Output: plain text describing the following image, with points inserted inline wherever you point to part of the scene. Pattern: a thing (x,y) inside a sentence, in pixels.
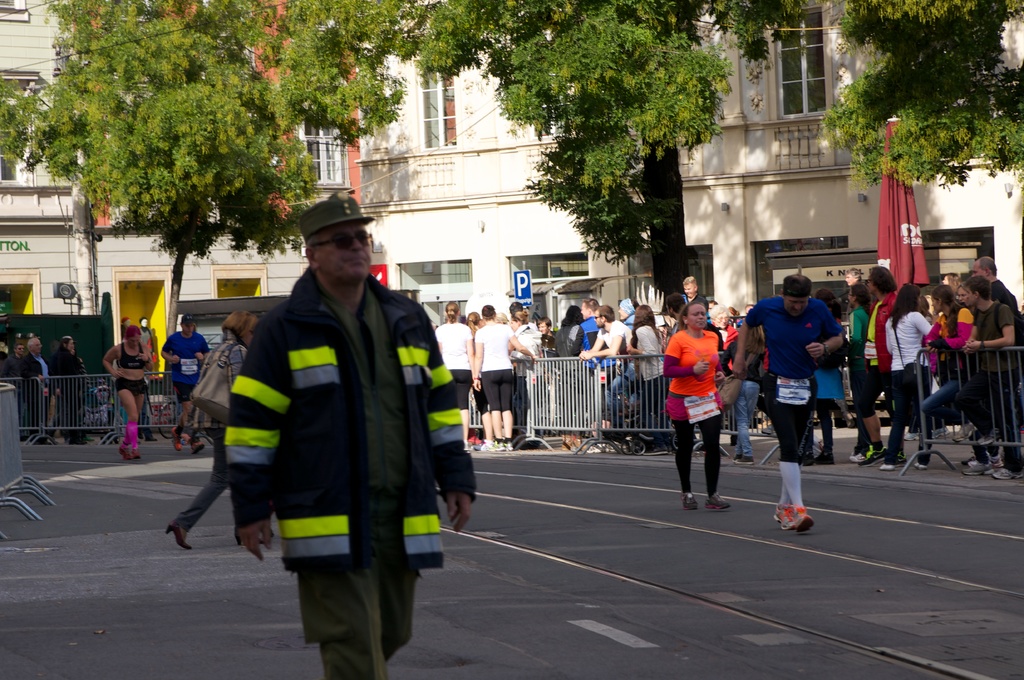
There are groups of people (613,325) standing and few people (706,437) walking. These are the barricades (569,414). This looks like a signboard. I think this is a red cloth (892,198) hanging to a pole (902,258). These are the buildings (753,175) with the windows (324,172). Here is a pole (80,251). I can see the trees (645,73).
